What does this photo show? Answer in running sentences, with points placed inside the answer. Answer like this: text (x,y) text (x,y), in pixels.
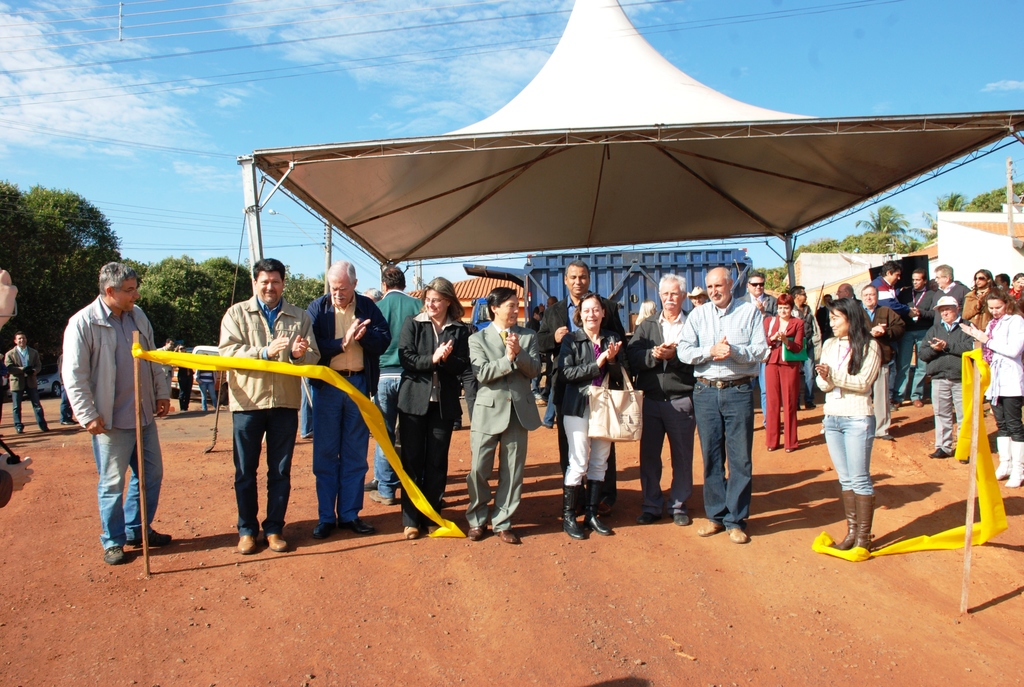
In this image we can see a group of people (692,318) standing in a row. In the background (847,153) we can see shed (663,214), truck (612,275), building (462,290), trees (222,263), electric cables (148,24), sand (832,577), wooden sticks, cloth (977,475) and sky (355,69) with clouds (49,137).
